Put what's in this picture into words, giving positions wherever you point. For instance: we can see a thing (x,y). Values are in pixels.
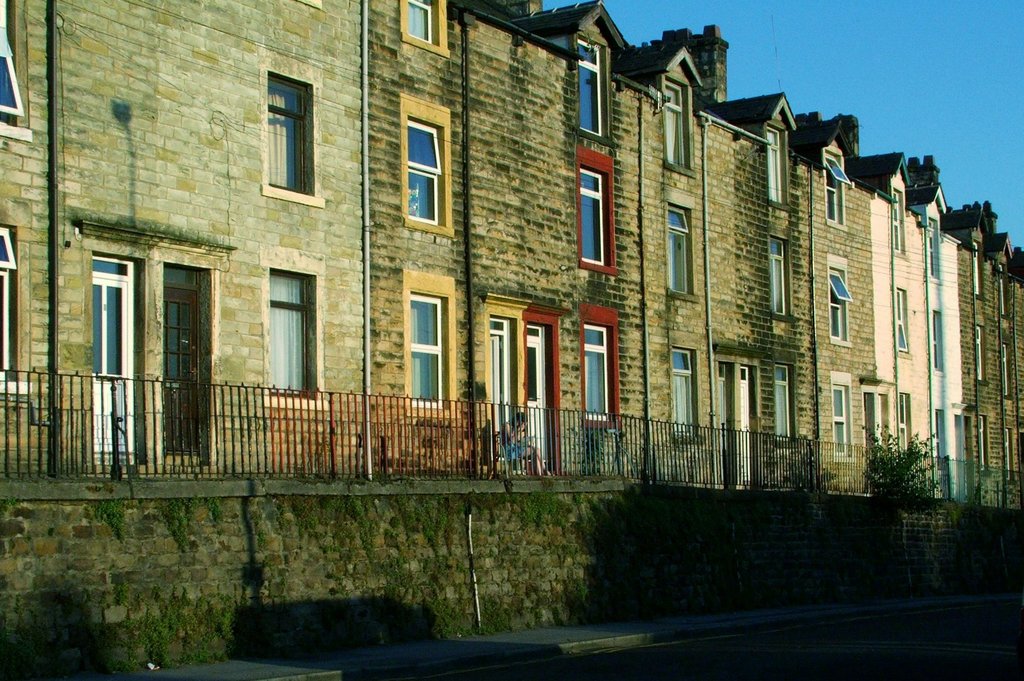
In the center of the image (508,292) we can see buildings (463,223), windows (599,245), doors (192,300), pipes (365,51), wall (483,233), roof (619,68), grills (520,430), persons (526,445), plants (879,464). At the bottom of the image (716,649) there is a ground (738,646). At the top of the image (838,53) there is a sky (825,68).
